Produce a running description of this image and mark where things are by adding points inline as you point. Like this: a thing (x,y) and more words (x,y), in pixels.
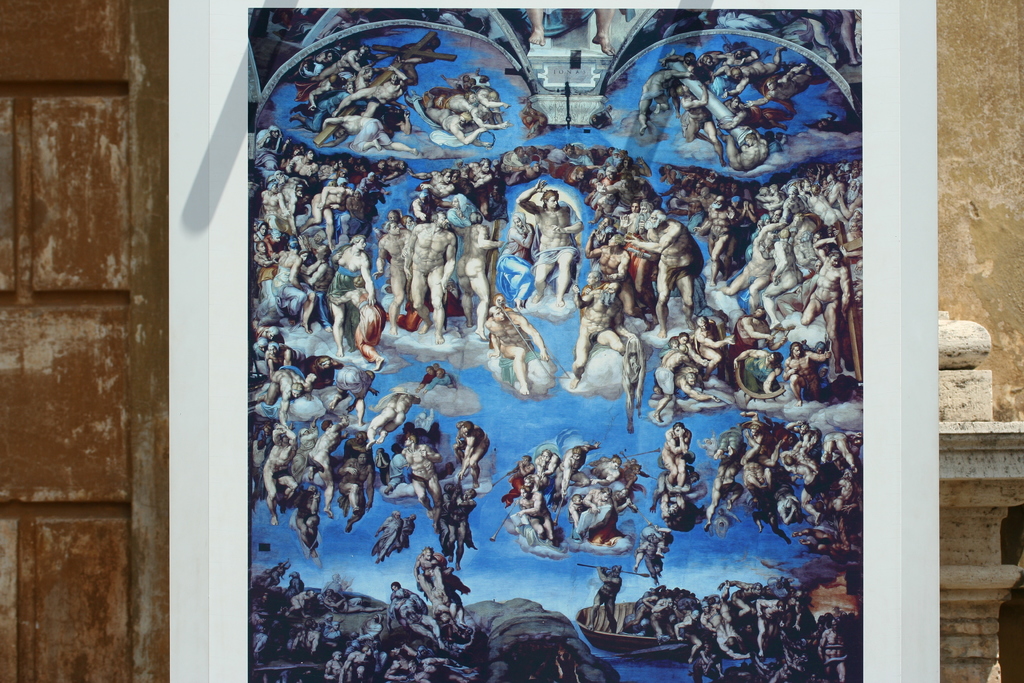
In this picture we can see a few people (323,451) and some objects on the white board (758,645). We can see the wall (972,197) in the background (1000,294).
